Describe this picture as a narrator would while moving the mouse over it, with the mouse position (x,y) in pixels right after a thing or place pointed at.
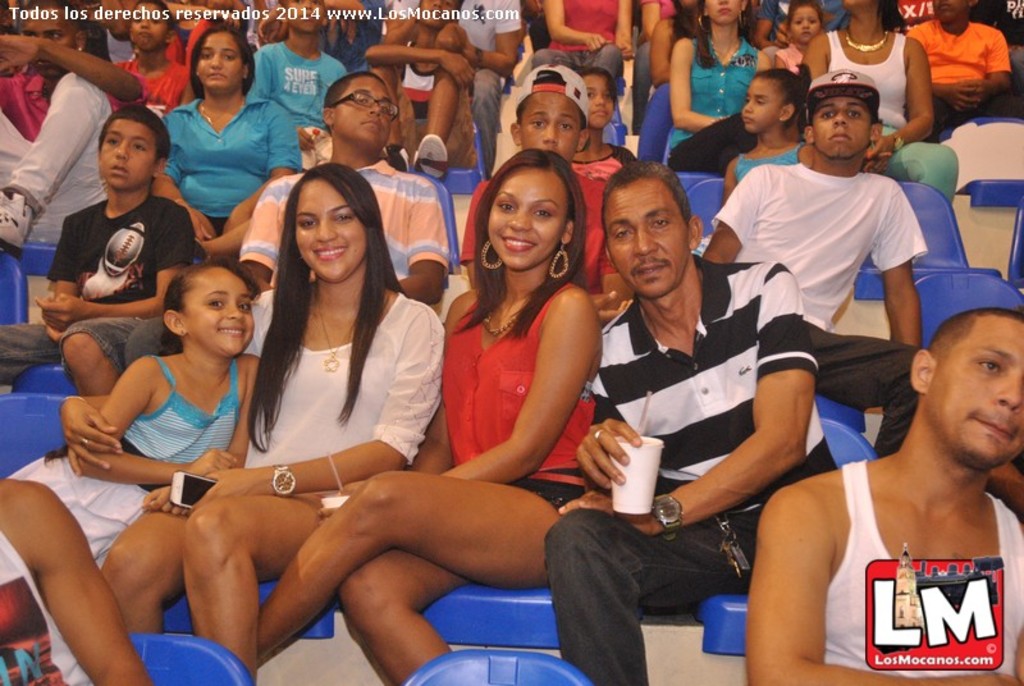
In this image we can see persons (501,212) on the chairs (2,454).
